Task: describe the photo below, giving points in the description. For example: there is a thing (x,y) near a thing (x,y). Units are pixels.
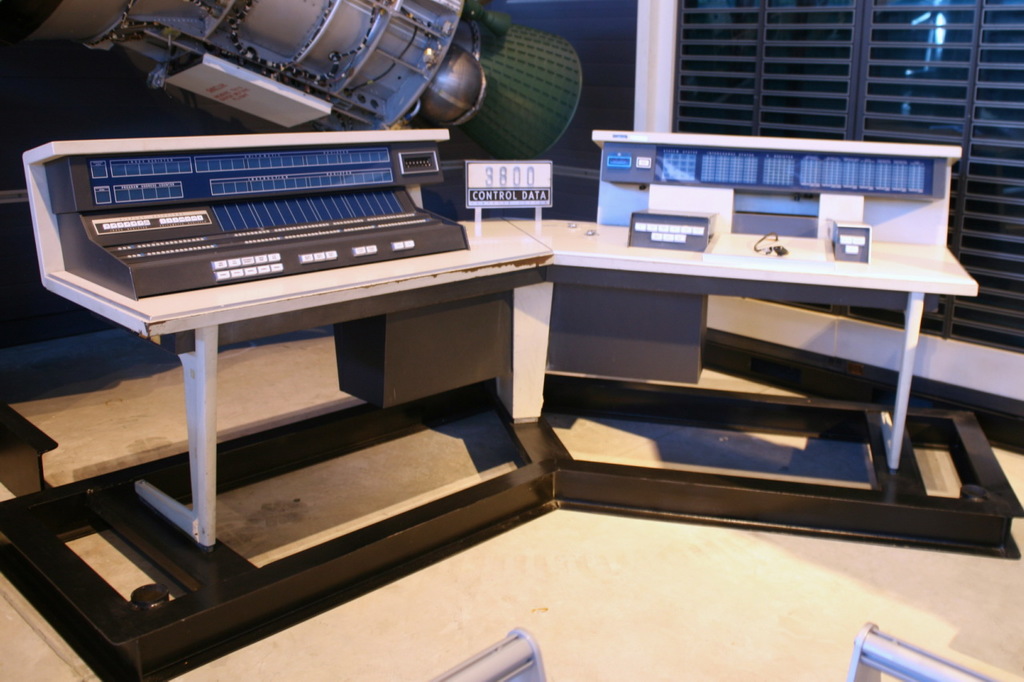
We can see board (496,187) and objects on tables (522,243). Background (176,21) we can see machine (571,94) and window (813,64).
